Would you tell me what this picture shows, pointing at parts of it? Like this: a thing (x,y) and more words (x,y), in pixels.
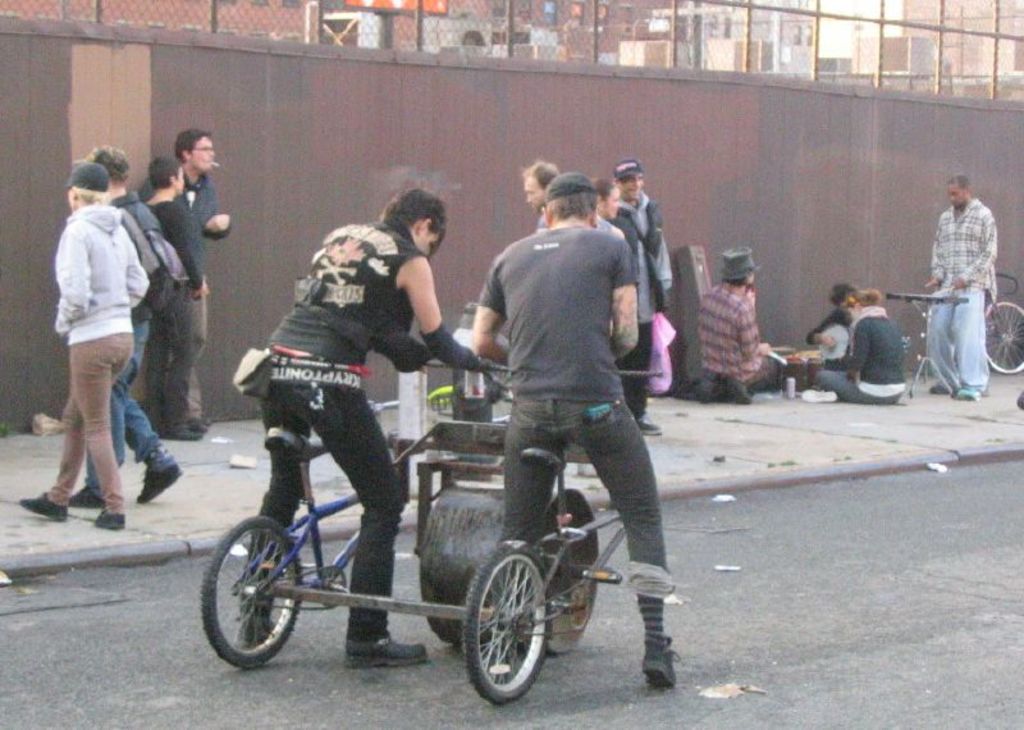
In this image I can see the road (400,569), a vehicle (430,561) on the road (815,603) and near it I can see two persons (542,396) standing. I can see the sidewalk (780,428), few persons (765,387) on the sidewalk (746,436), the wall (299,180), the fencing (618,34), few buildings (581,39) and the sky (862,8).
